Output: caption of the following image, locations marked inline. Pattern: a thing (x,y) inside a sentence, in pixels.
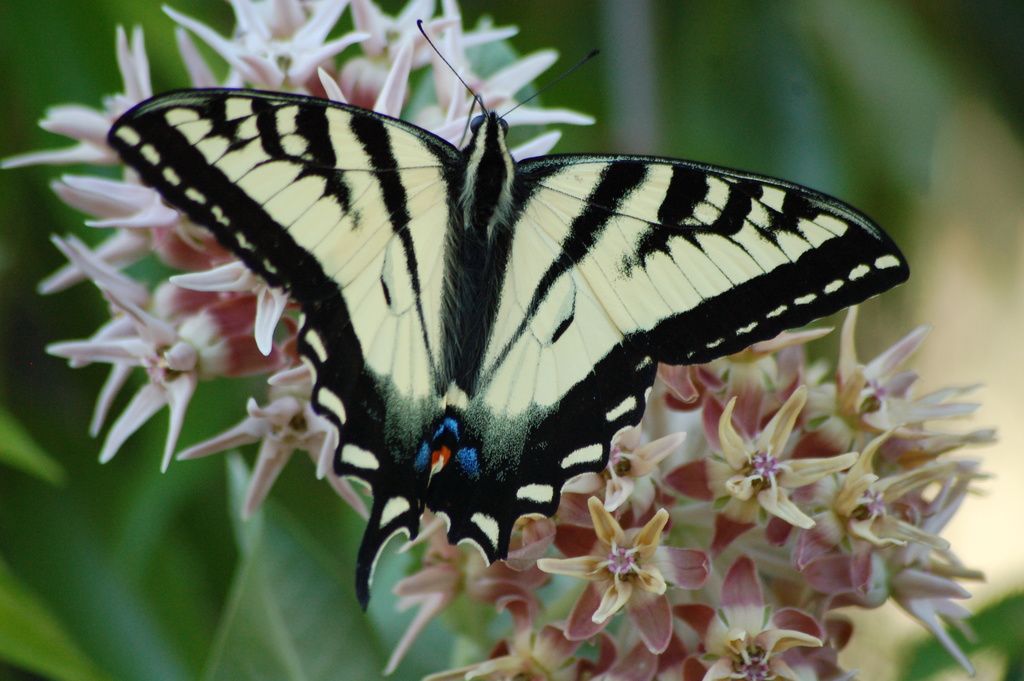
In this picture there is a butterfly (362,343) on the flowers (647,548). At the bottom (262,593) I can see the leaves (113,612). In the back (868,94) I can see the blur image.
